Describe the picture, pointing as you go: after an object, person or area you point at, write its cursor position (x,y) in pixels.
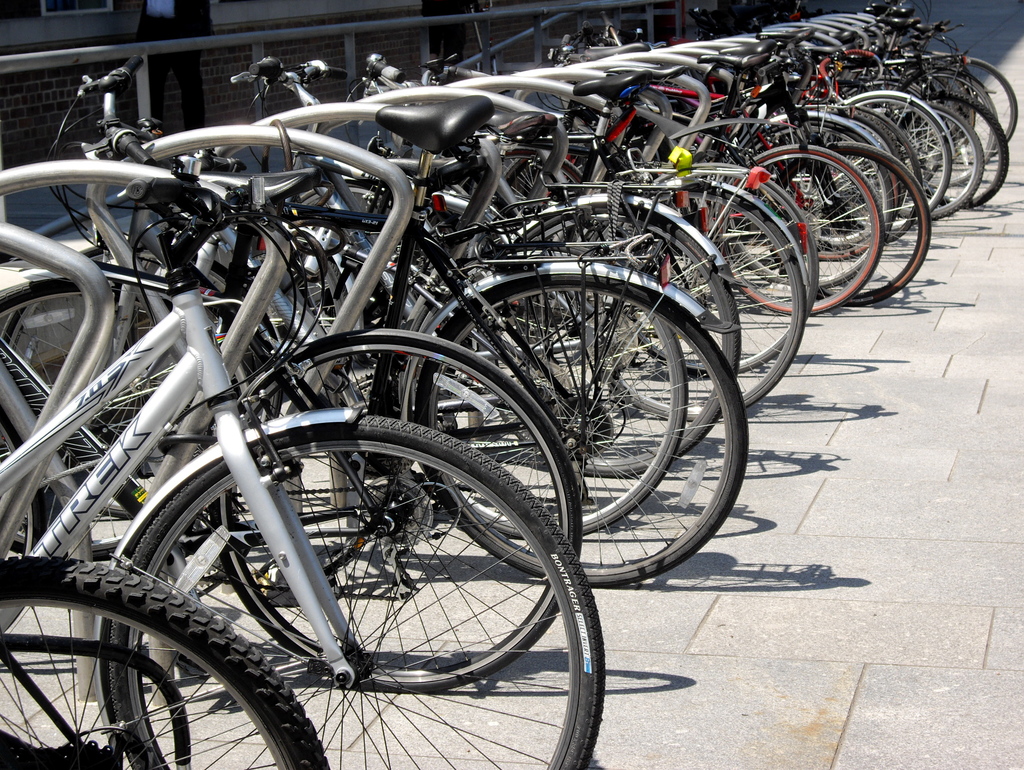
In this image I can see few bicycles (367,309). In the background (150,24) I can see two persons (188,10).
